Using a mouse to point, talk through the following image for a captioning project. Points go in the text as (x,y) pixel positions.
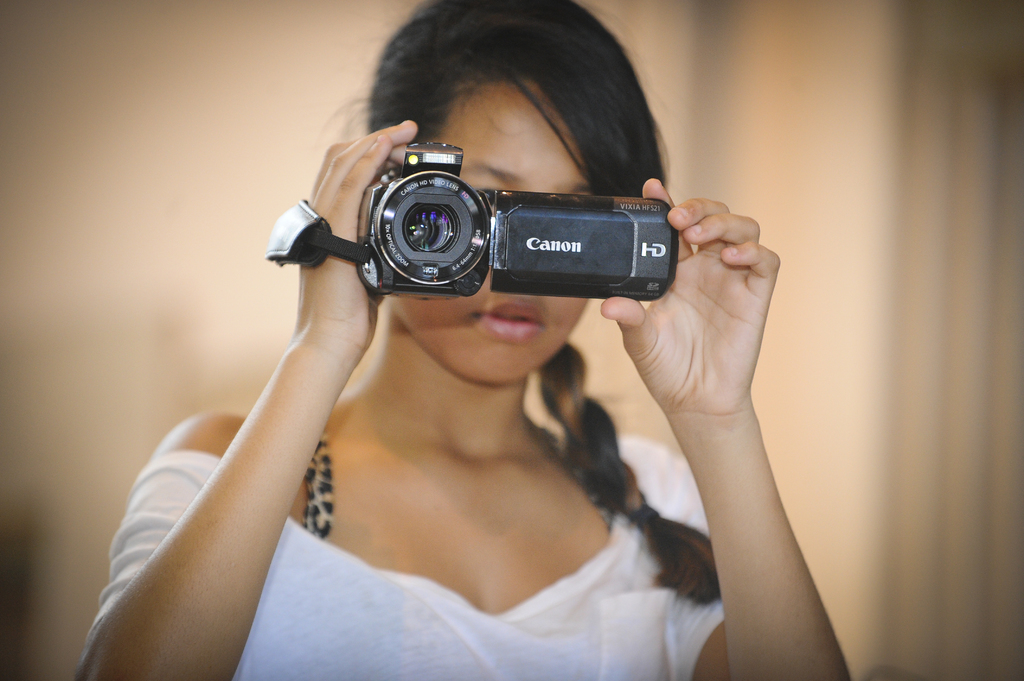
This image consists of a woman (619,83) standing and holding a camera (427,229) in her hand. The background (157,248) is light brown in color. This image is taken inside a house (808,160).
